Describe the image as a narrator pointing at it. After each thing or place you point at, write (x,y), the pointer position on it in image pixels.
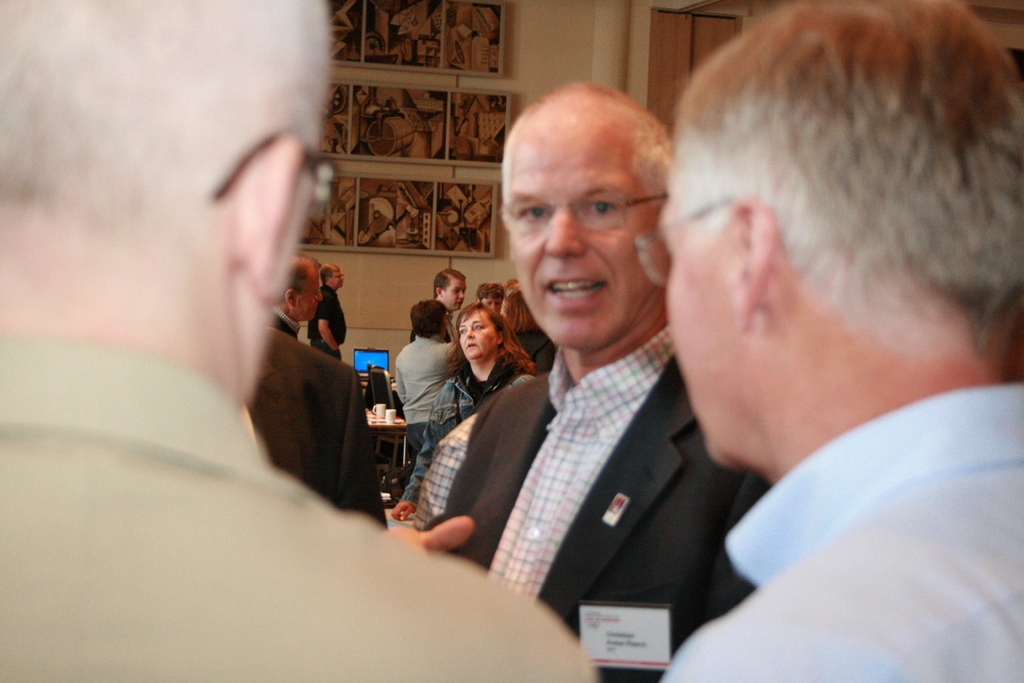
In this picture I can see three persons (534,482) standing, there are group of people (505,348) standing, there are cups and a laptop (368,366) on the tables (373,432), there is a chair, and in the background (346,202) there are frames (346,202) attached to the wall (380,282).
